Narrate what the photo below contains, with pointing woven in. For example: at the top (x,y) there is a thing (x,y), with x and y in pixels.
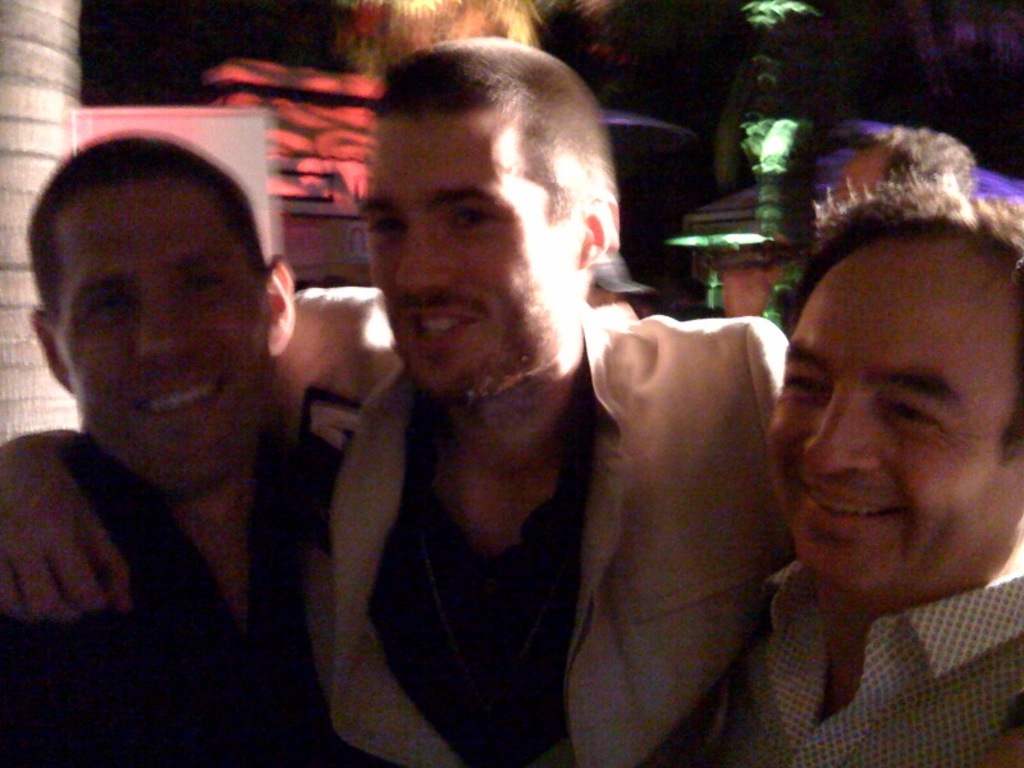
In this picture I can see few persons (493,402) holding each other, behind there are some colorful lights (284,162) focus.
